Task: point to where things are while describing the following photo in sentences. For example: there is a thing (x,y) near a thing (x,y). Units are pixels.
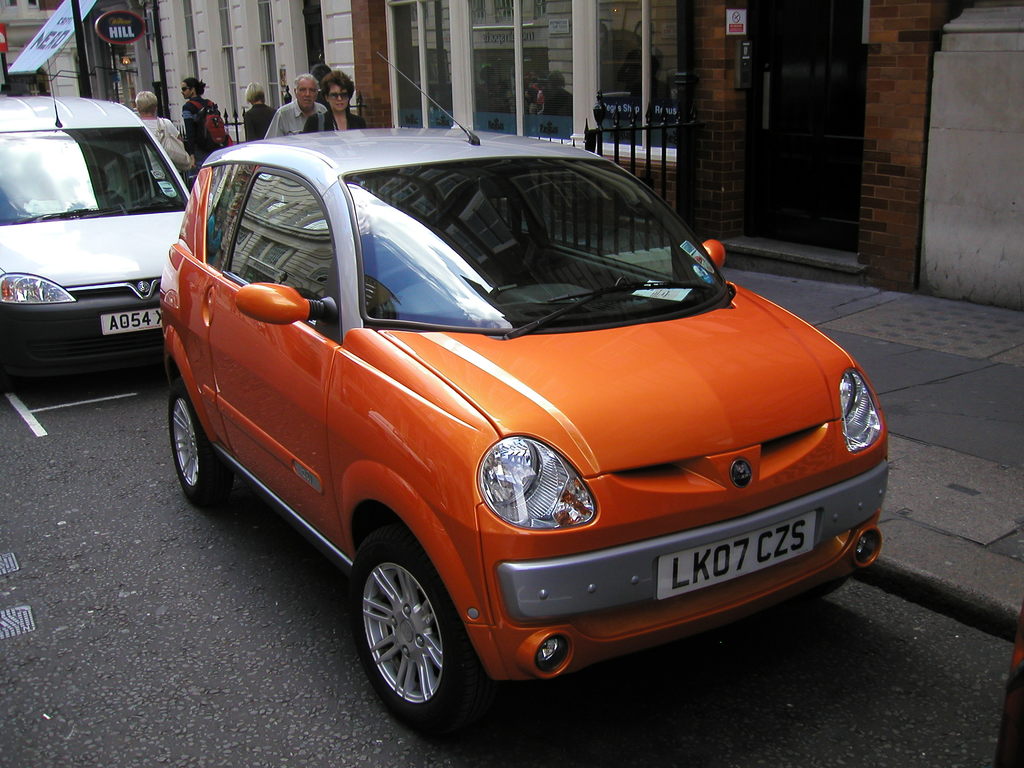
In this image we can see two vehicles (713,572) on the road (858,643) and to the side, we can see the pavement (831,331) and there are few people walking on the pavement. We can see the buildings (981,251) in the background (524,89).
